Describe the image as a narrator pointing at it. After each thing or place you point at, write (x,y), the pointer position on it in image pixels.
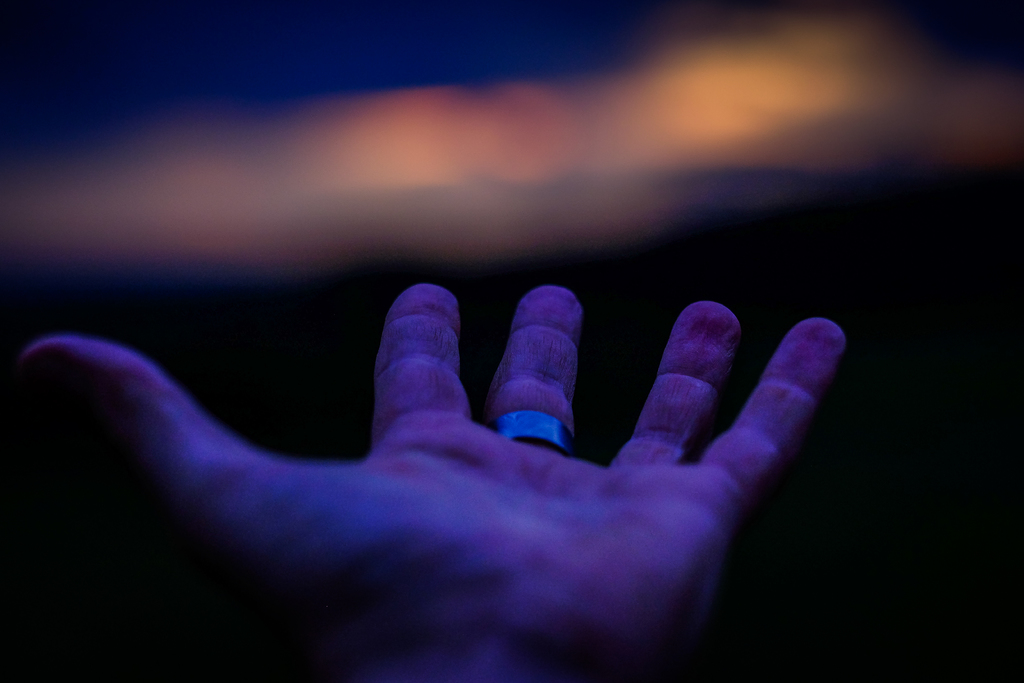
Here in this picture we can see a hand (571,396) of a person (425,386) and we can see a ring (541,419) on the middle finger (548,407).
